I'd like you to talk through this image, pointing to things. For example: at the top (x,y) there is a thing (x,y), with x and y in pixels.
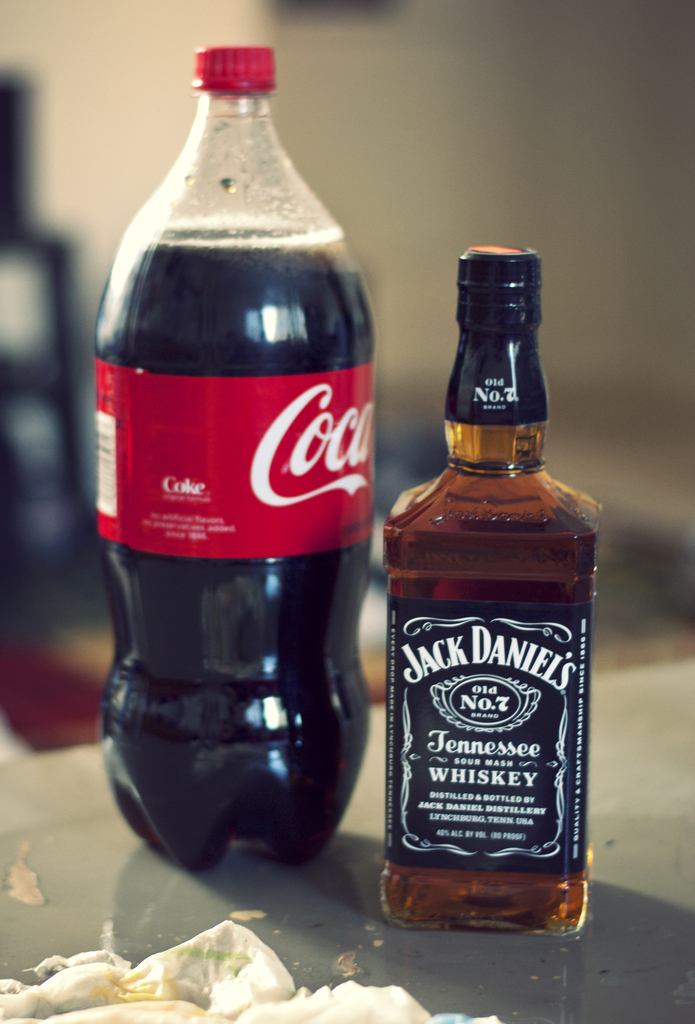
There is a coca cola bottle (228,138) with red cap (232,90) and a label (231,485) on it. Also there is a another bottle (477,568) with a label (451,750). Both are kept on table (665,795). On the table (100,944) there are some items (182,996).
